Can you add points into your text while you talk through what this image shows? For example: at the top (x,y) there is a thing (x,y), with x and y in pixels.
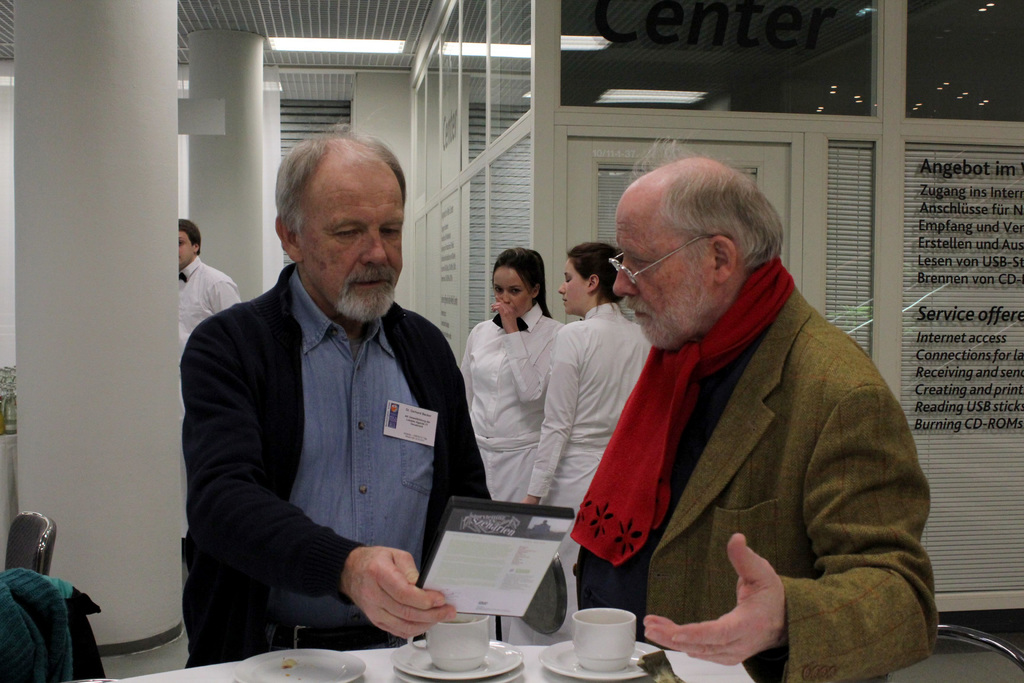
In this picture I can see few cups (480,632) at the bottom (606,657), in the middle (657,251) there are few persons (526,424). On the right side (986,164) I can see the text (1019,362) on the glass walls (841,221), at the top (295,46) there are ceiling lights (378,44).
